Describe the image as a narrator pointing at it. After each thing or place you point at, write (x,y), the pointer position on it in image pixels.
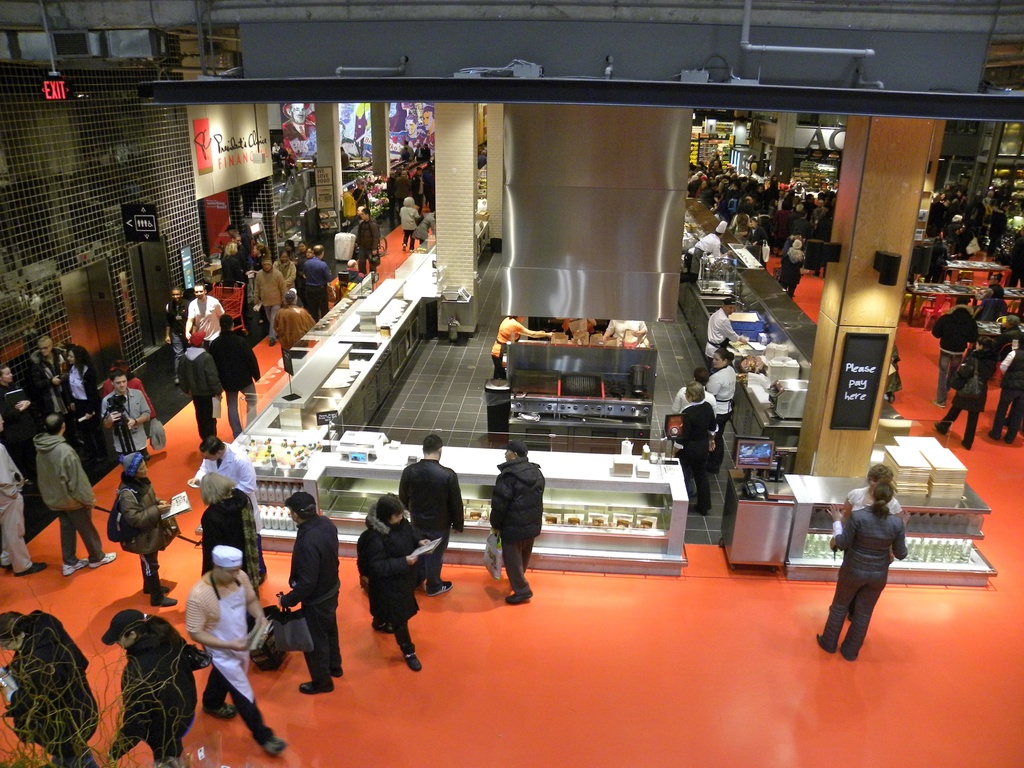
In this image, we can see people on the floor (461,701). In the middle of the image (371,421), we can see the desks (924,537). On top of that there are so many things (765,389) and objects (302,447). On the right side of the image (835,422), we can see a pillar (872,301) with a board (841,416). In the background (797,282), we can see pillars (332,160), people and few objects (201,163). On the left side of the image (40,71), we can see metal objects (14,93).
